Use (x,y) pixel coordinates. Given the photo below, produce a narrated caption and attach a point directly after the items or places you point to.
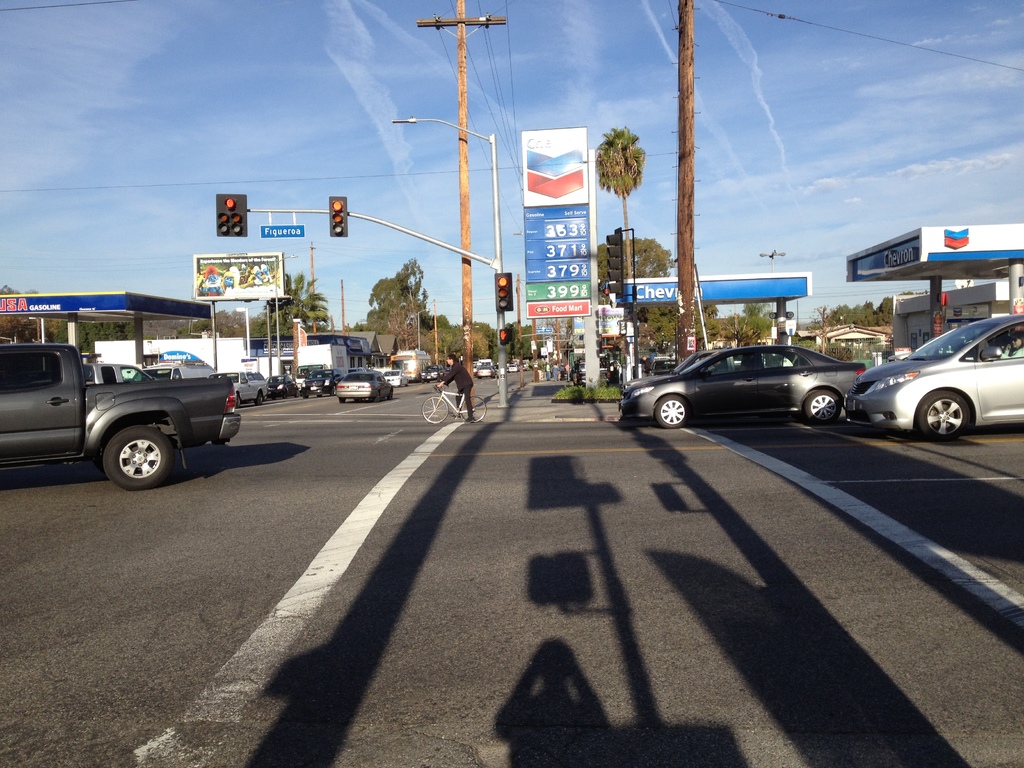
In this image I can see vehicles (359,378) and a bicycle (435,405) on the road (421,430). Here I can see a person (462,382) is sitting on the bicycle (464,405), traffic lights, poles (466,135) which has wires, streetlights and petrol pumps (142,349). In the background (487,343) I can see trees (473,341), houses (353,338) and the sky (304,203).
